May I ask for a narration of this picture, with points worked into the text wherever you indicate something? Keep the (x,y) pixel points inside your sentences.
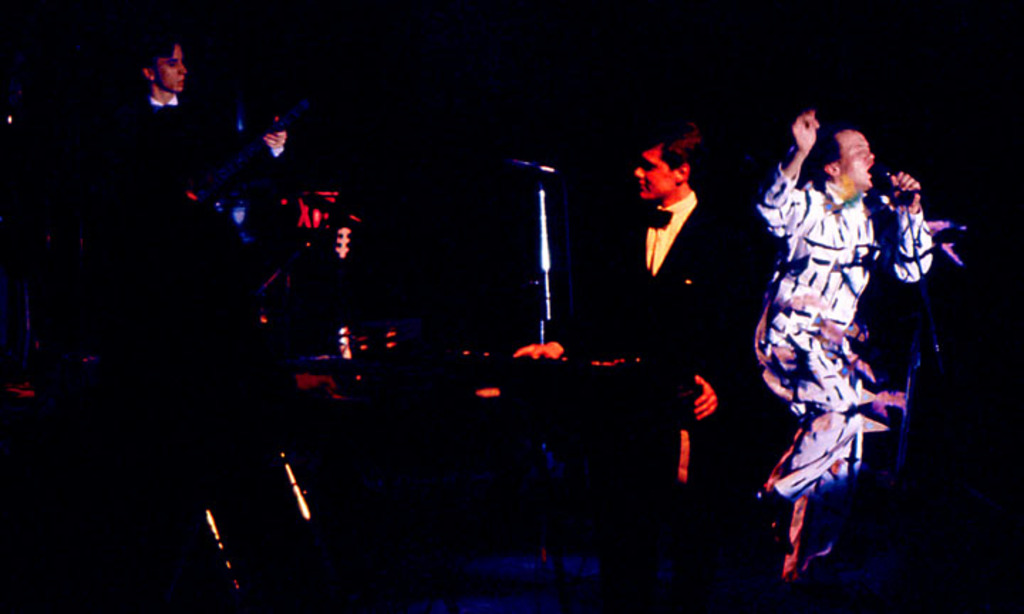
In the center of the image (552,348) a man (647,278) is standing and playing keyboard (531,360). On the right side of the image (863,334) a man (845,257) is singing and holding a mic (888,193) in his hand (910,186). On the left side of the image (219,220) a man (197,182) is standing and holding guitar (229,165). In the background (331,182) the image is dark and we can see lights (304,208).
